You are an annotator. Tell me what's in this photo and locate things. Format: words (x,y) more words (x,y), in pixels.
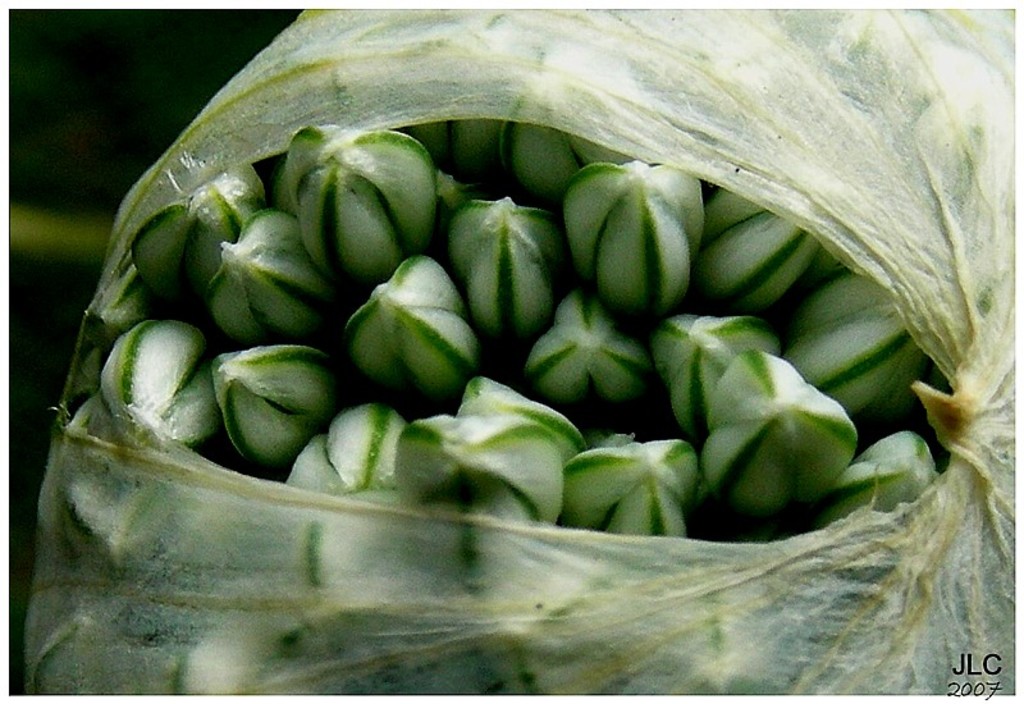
In this image I can see number of green and white colour things (416,307) in a white colour cover (891,291). I can also see watermark (963,667) over here.
